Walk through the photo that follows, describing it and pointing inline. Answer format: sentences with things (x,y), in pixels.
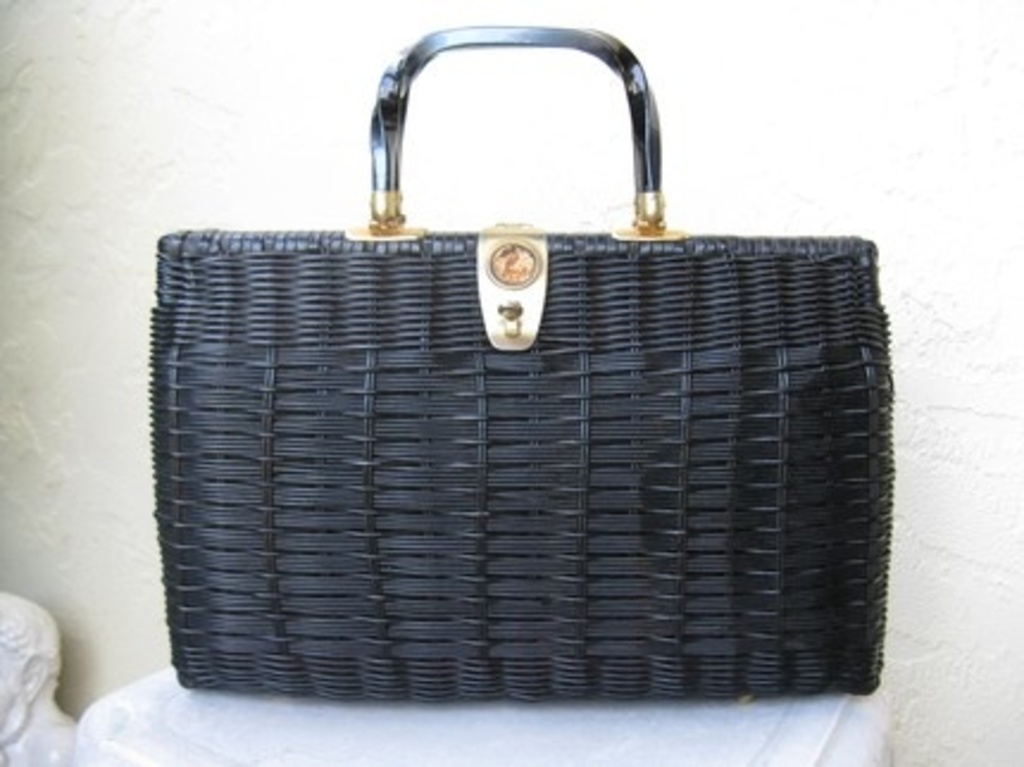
This is a black handbag (549,371) with a golden logo (534,283) with a handle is kept on a white table (536,717). In the background (863,147) it is a white wall (869,174).
